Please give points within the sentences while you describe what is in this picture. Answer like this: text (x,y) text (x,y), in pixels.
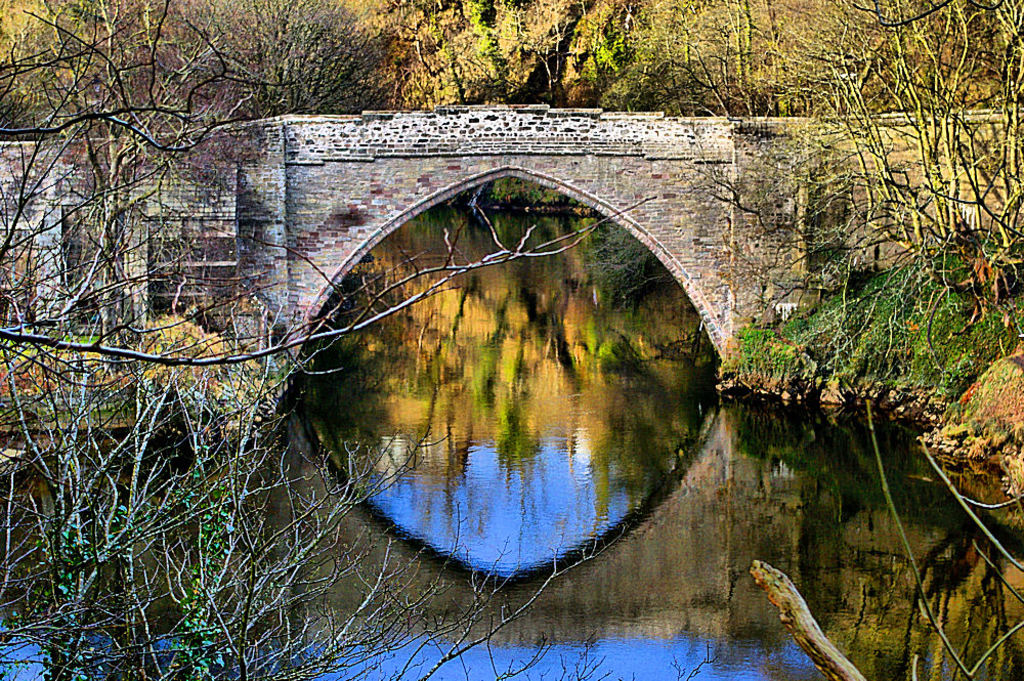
In this image there are trees (727,78) towards the top of the image (561,70), there are trees (856,177) towards the right of the image (941,236), there are trees (108,367) towards the left of the image (121,571), there is a wall (727,263), there is an arch (467,187), there is water (522,499) towards the bottom of the image (533,489).
